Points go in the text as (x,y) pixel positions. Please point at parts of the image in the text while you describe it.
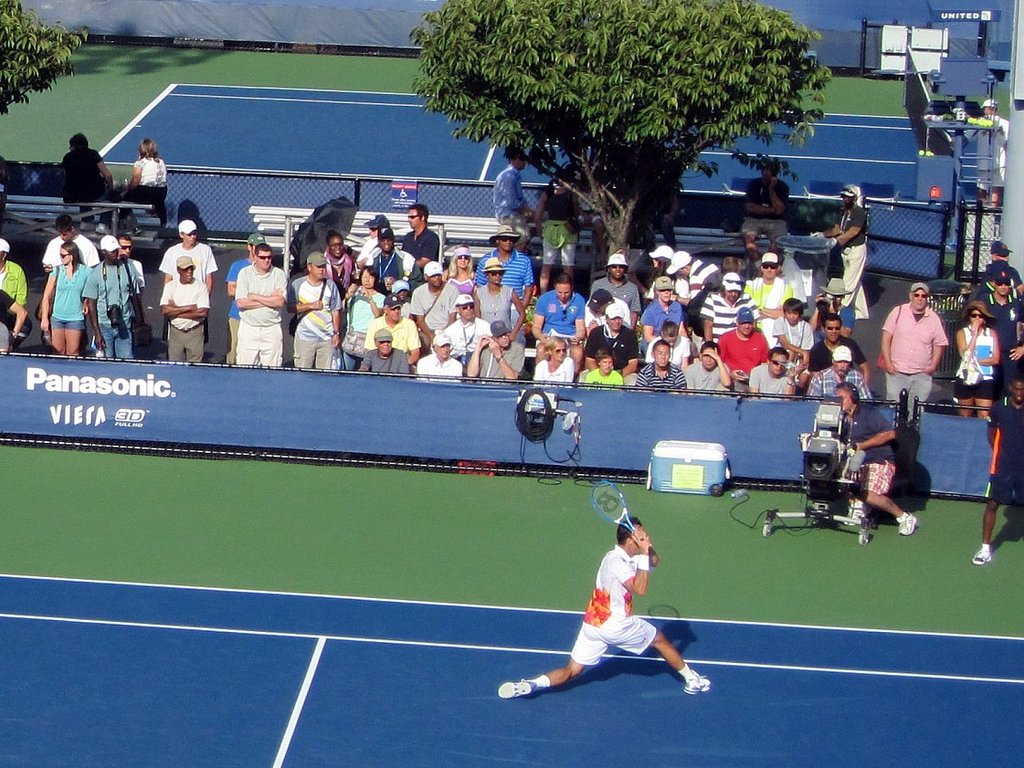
A man (625,591) is playing tennis. In the background (430,274) there are trees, fence (882,245), group of people (378,283), camera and a hoarding (433,383).
